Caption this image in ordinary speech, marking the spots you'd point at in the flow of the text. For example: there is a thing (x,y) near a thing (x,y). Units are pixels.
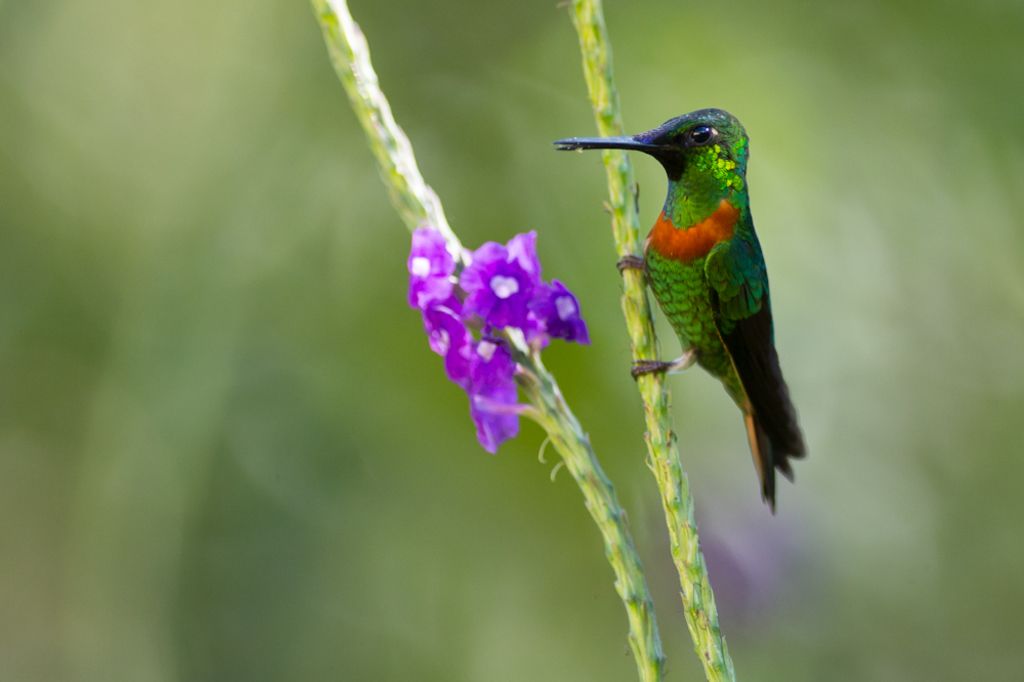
In this image, there is a bird (665,291) and some flowers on the stem (685,578) and the background (216,439) is blurry.
